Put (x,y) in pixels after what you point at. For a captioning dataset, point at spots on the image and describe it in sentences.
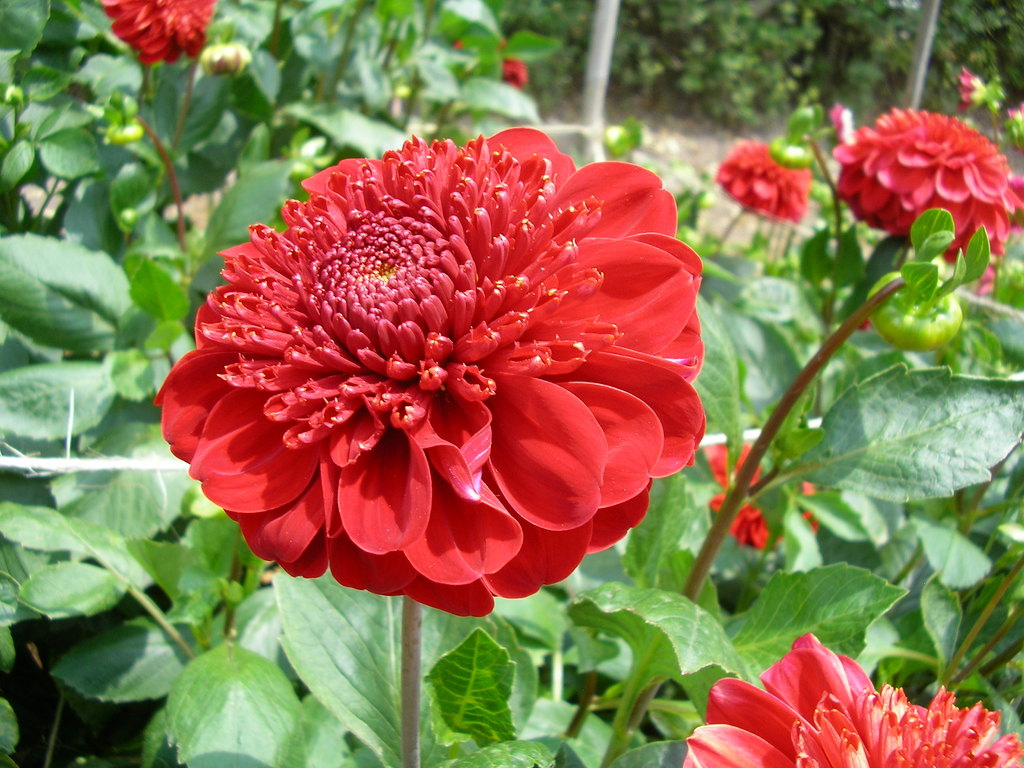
In this image there are plants (842,643) and we can see flowers (822,659) which are in red color.
